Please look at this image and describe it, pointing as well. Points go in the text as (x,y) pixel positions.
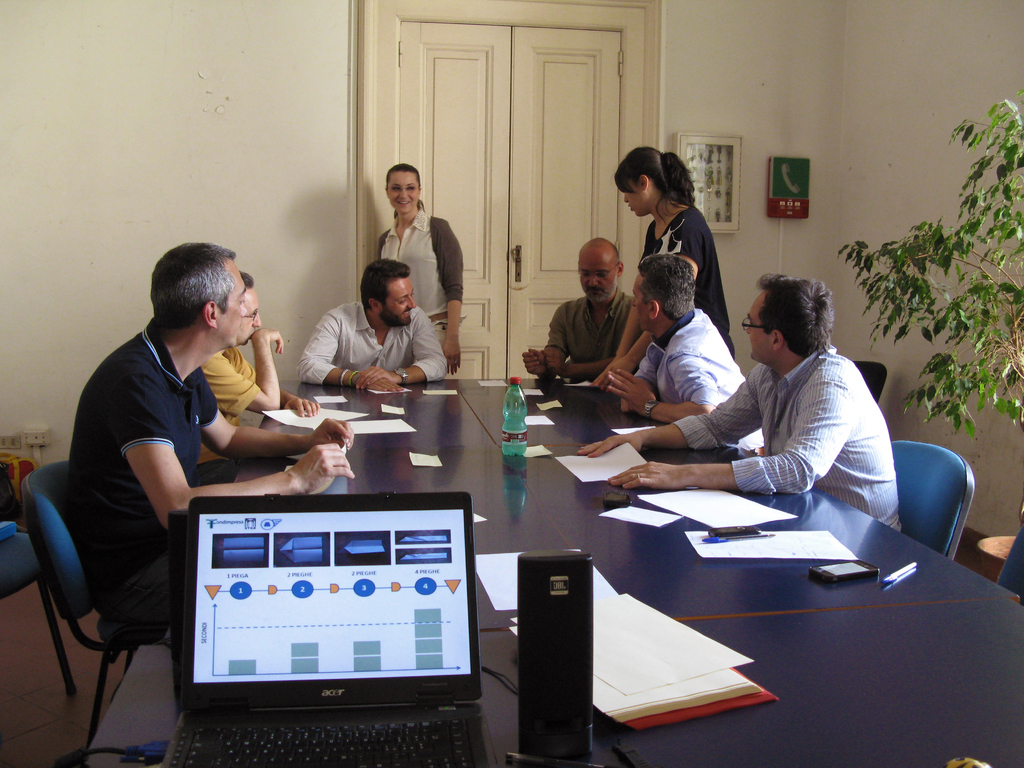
This picture is clicked inside the room (150,391). Here, we see six men (159,403) sitting on chair (897,475) around the table (488,496) and two women (427,282) standing. On table (406,410), we see water bottle (514,451), papers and laptop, and mobile phone (821,573). Beside them, we see a plant (937,327) and on background (589,96), we see a white door (452,81) and white wall (274,122) on which photo frames (733,180) are placed.
